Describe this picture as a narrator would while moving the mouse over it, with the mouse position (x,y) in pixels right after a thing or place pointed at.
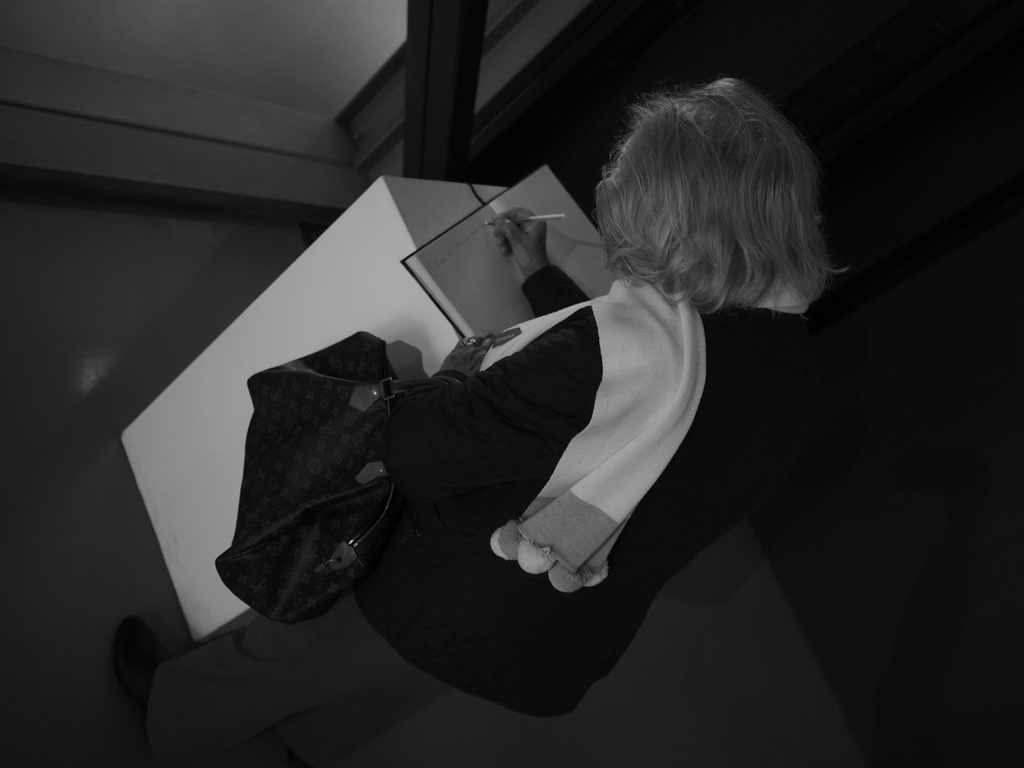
It is a black and white image and in this image we can see a person (412,460) holding the bag (335,462) and writing on the book (534,178) with a pen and is standing in front of the podium (370,278) on the ground (672,649). In the background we can see the wooden pole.
